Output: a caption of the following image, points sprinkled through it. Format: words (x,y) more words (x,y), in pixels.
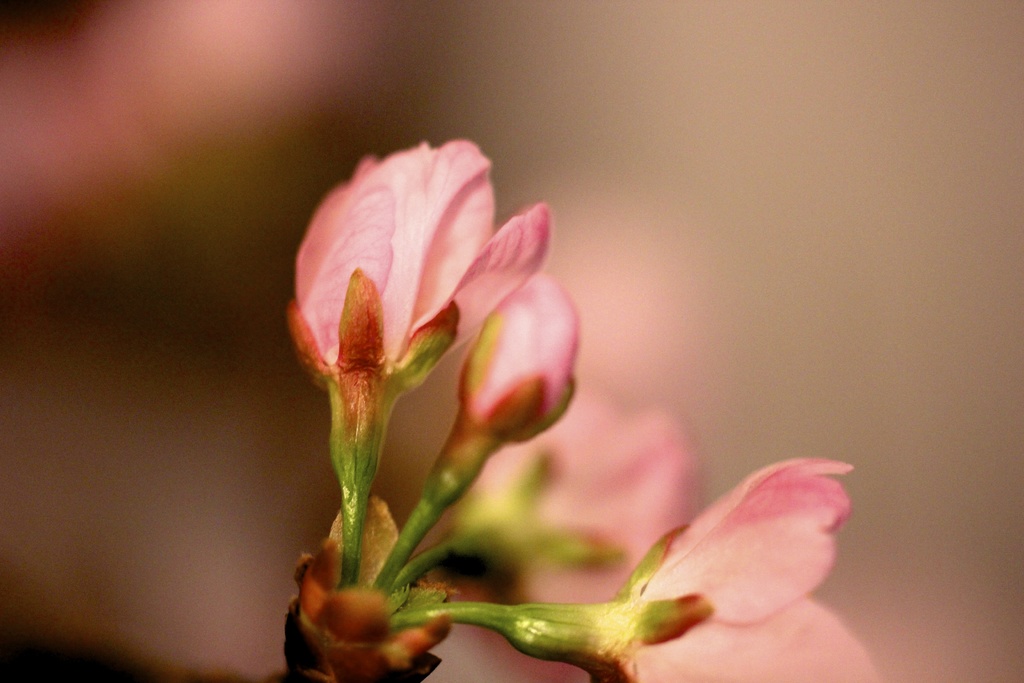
In the middle of the image (381,248) there are pink flowers (369,245) and also there is a bud (499,339). And the background of the image (433,536) is blur.
